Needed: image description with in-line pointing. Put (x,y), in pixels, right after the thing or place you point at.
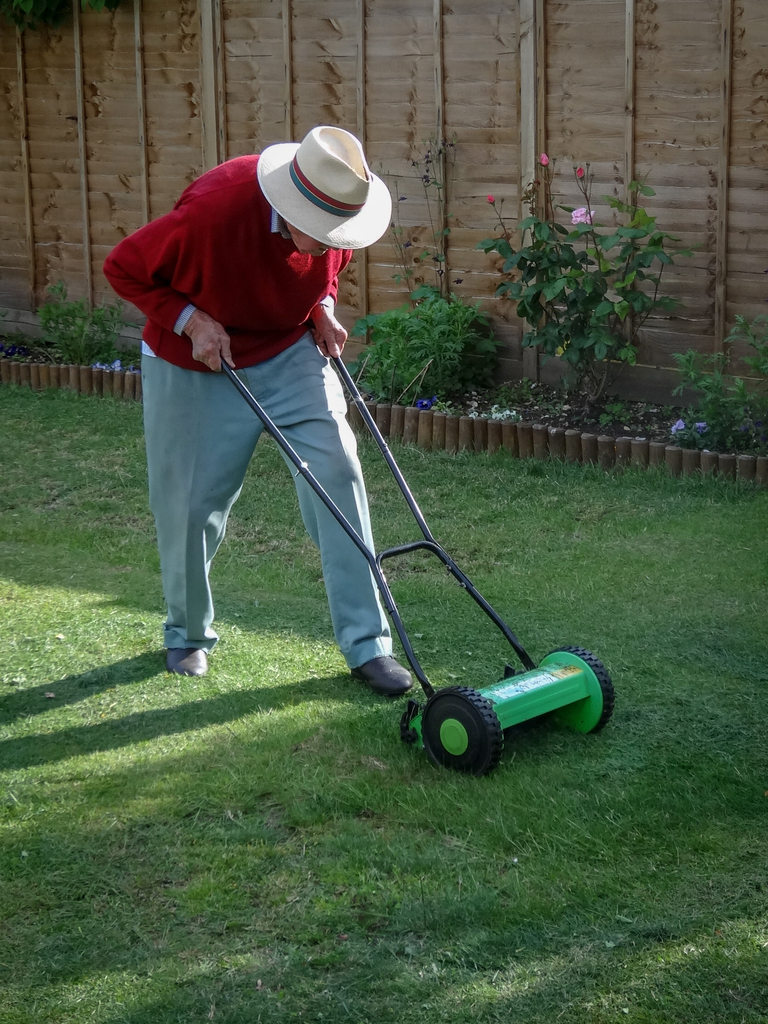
In this image, we can see a person (328,545) is doing a grass cutting with grass cutter machine (467,701). Background (35,330) we can see few plants (726,402) and wooden railing (513,369). This person (369,225) wearing a hat (336,197) on his head (346,222). Here we can see few flowers (579,219).
